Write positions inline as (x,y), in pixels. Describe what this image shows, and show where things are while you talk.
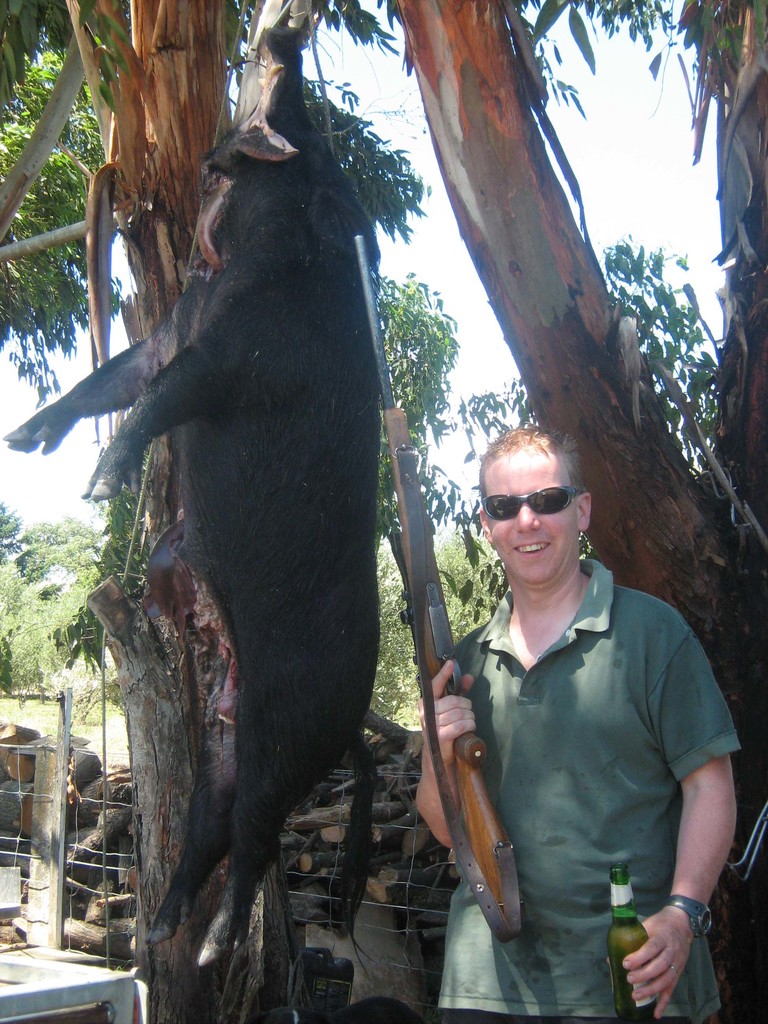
In this image there is a person (546,732) holding a gun (512,884) and a bottle of beer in his hand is having a smile on his face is posing for the camera, beside the person (507,715) there is a pig (244,398) hanging on to a tree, behind the pig (205,646) on the other side of the metal fence (73,793) there are logs of wood (108,865) and there are trees (136,583).
